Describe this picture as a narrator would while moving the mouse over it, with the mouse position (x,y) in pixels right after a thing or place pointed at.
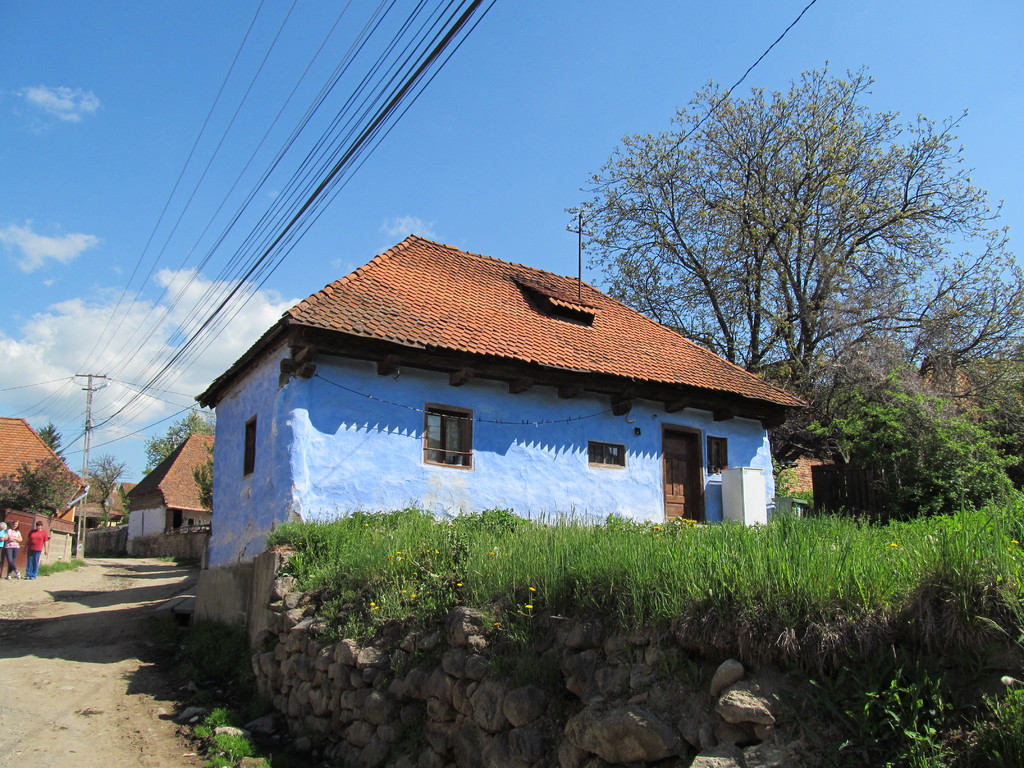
In this image I see number of houses (393,459) and I see a pole (87,440) over here and I see number of wires (335,44) and I see the grass (709,549) over here and I see the stones (363,734). In the background (695,51) I see the clear sky (255,221) and I see number of trees (756,314) and I see few people (32,571) over here and I see the path (117,624).
